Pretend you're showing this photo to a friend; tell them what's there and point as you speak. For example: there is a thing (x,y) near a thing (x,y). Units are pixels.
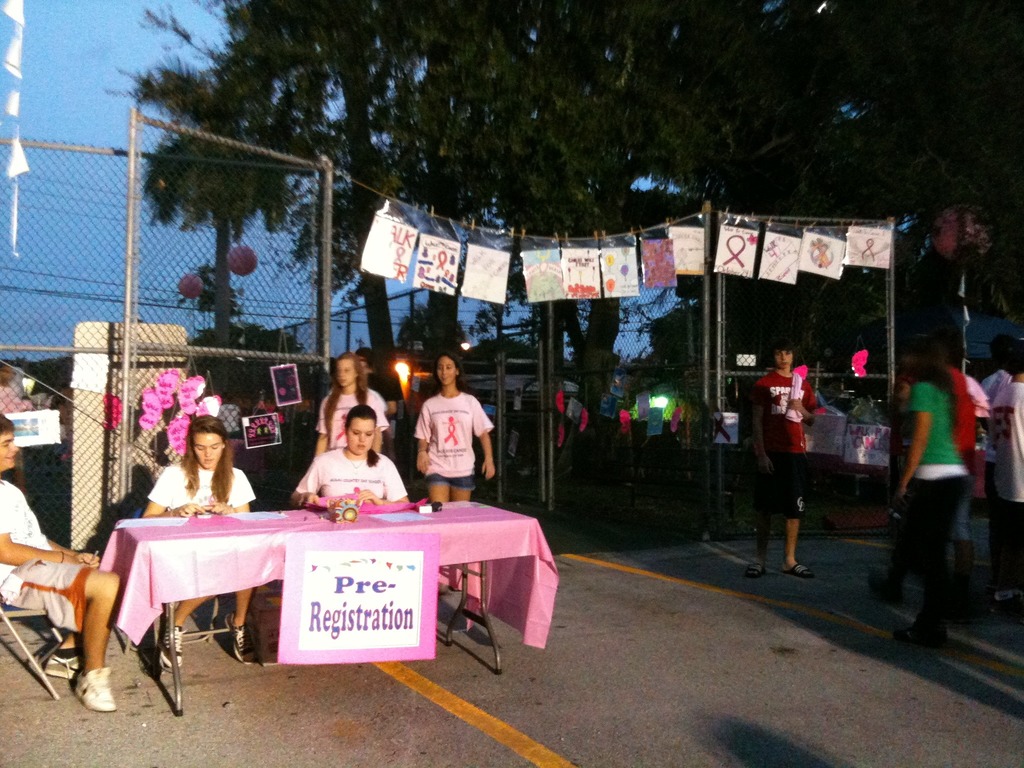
In this image I see 5 people (332,494), in which 3 of them are sitting and 2 of them are on the path (564,546) and I can also see a table (511,519) over here. In the background (724,447) I see a fence (54,455), a few papers (877,243) over here and few people (1008,590) and the trees (1010,286).
